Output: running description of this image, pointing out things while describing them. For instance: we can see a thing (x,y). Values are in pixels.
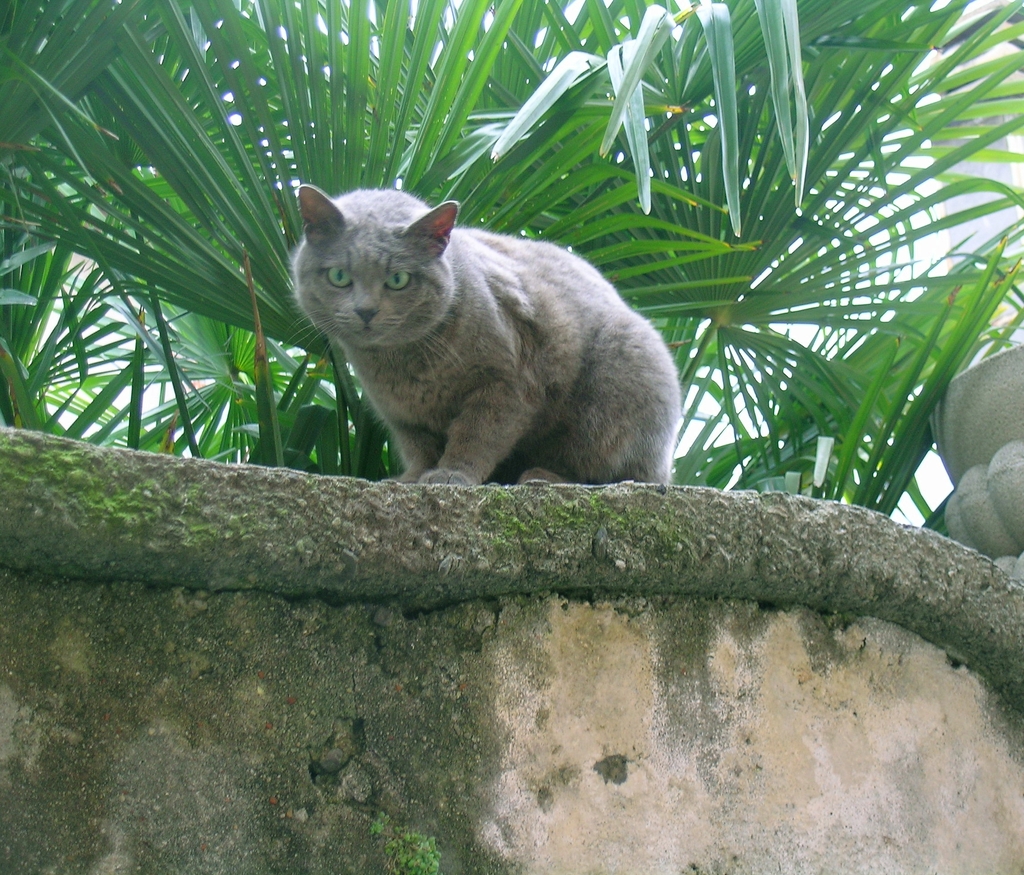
In this image there is a cat (533,431) sitting on the wall (485,564). Behind it there are plants (238,206).
